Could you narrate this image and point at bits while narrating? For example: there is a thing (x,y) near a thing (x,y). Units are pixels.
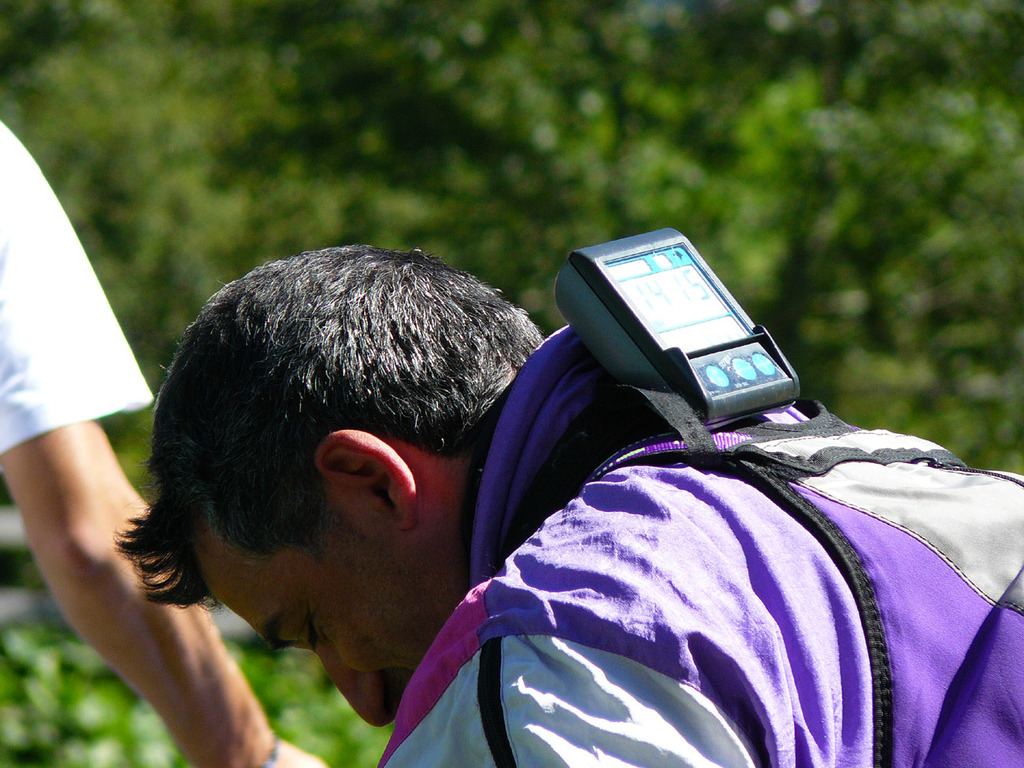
As we can see in the image there are two people (479,533), an electrical equipment (683,351) and trees (612,155).
